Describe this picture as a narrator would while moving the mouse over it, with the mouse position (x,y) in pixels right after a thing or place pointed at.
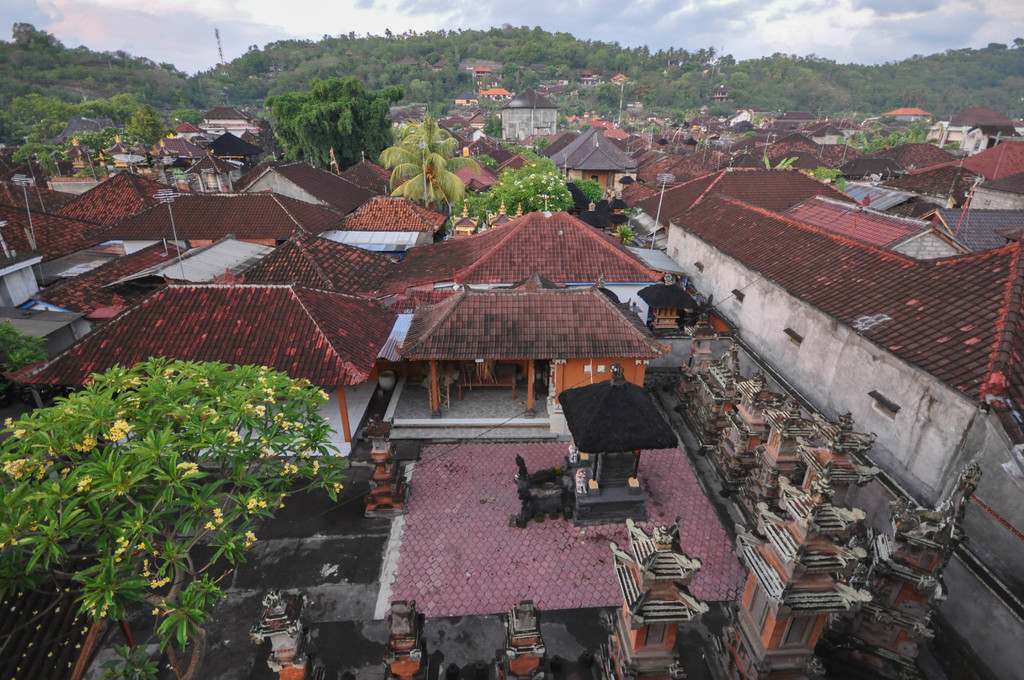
In the foreground area of this image (560,327) there are houses (572,360), trees (384,140) and poles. There is greenery (540,75) and sky (972,44) in the background area (457,71).
